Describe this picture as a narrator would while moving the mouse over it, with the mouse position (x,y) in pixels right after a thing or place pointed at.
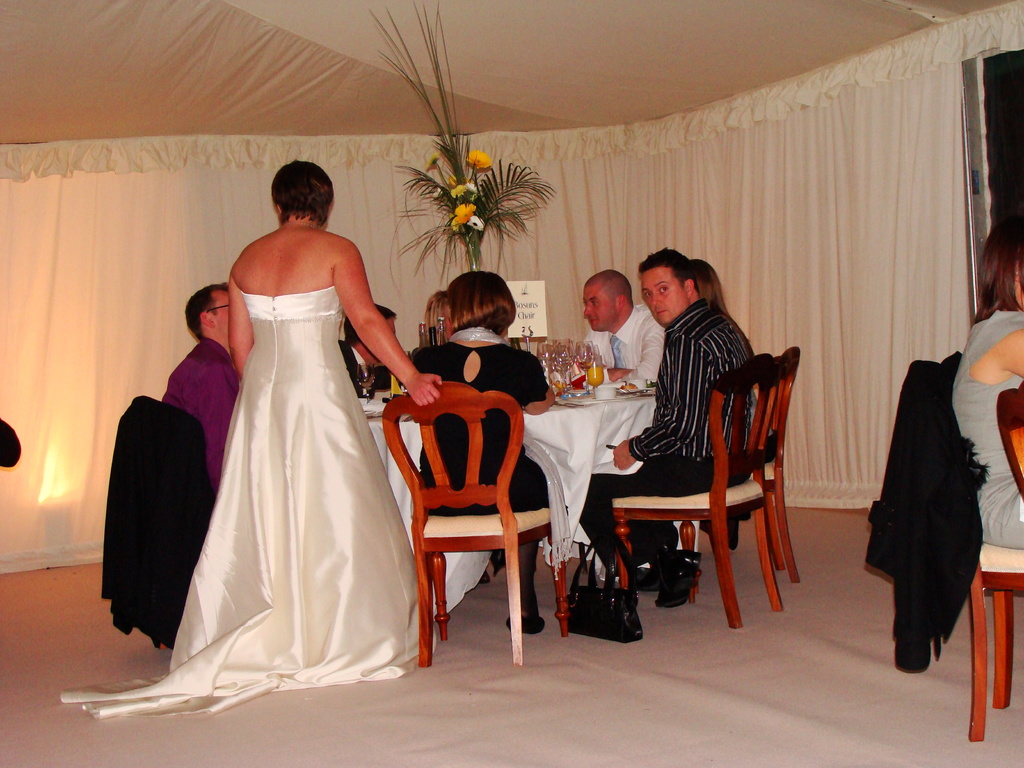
This image looks like it is clicked in a restaurant (476,172). There are many people (703,440) in this image. In the front (350,461), there is a woman (246,446) wearing white dress (248,452) and standing near the table (578,436). There are many chairs (722,478) and table (598,450) in this image. Table (580,449) is covered with a white cloth (567,452). On the table (595,425) there is food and drinks (589,372). In the background (578,116), there is a tent (269,141) with white cloth (475,136).
